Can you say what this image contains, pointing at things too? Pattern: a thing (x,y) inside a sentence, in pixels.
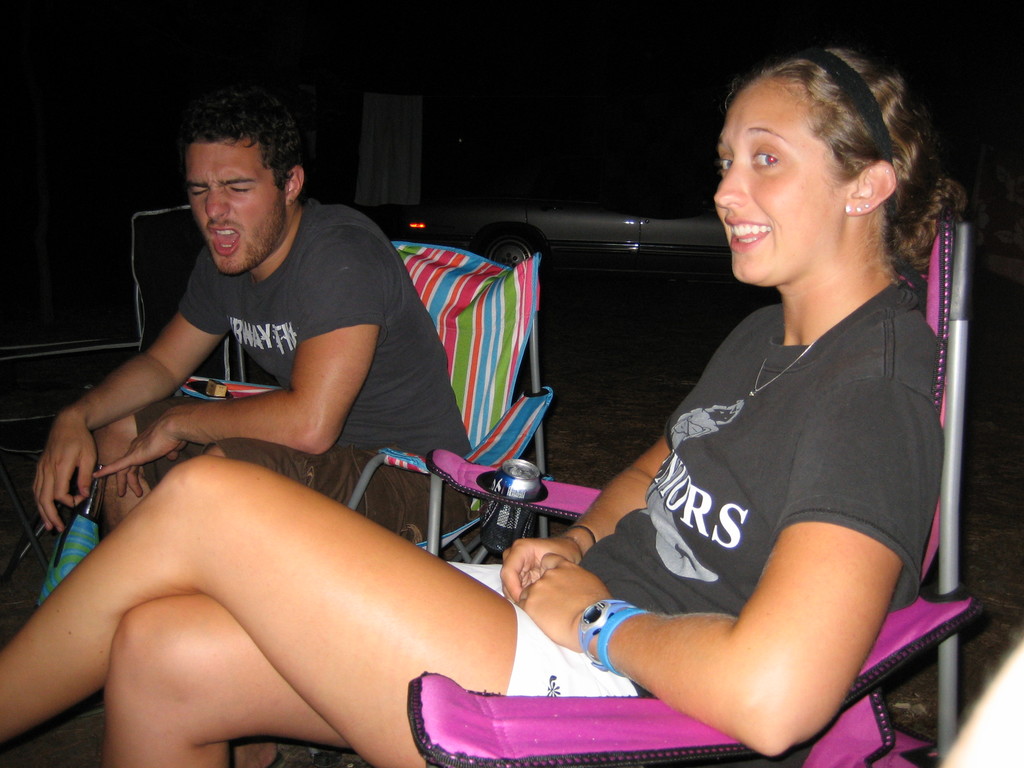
In this image we can see two people (376,351) sitting on the chair (473,470) among one of them is shouting and the other one is smiling, there is a tin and a glass bottle (86,516) next to them and there is a car (573,228) behind them.
